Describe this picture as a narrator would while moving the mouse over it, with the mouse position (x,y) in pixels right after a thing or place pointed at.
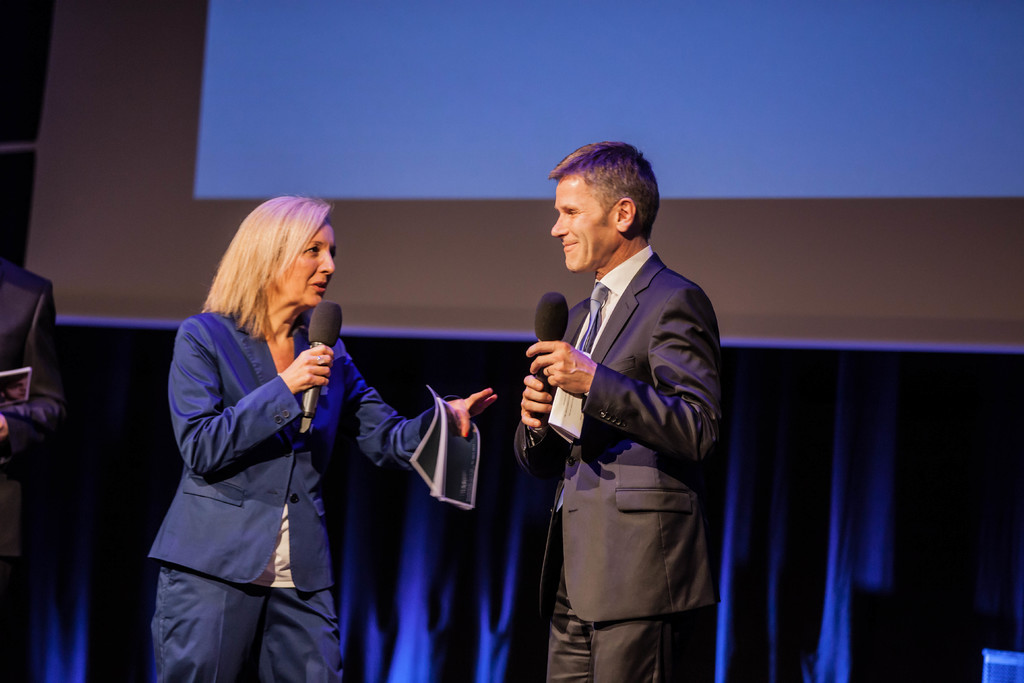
A couple (616,550) is standing wearing suit (258,552), holding microphone (315,406) and paper (471,502).
